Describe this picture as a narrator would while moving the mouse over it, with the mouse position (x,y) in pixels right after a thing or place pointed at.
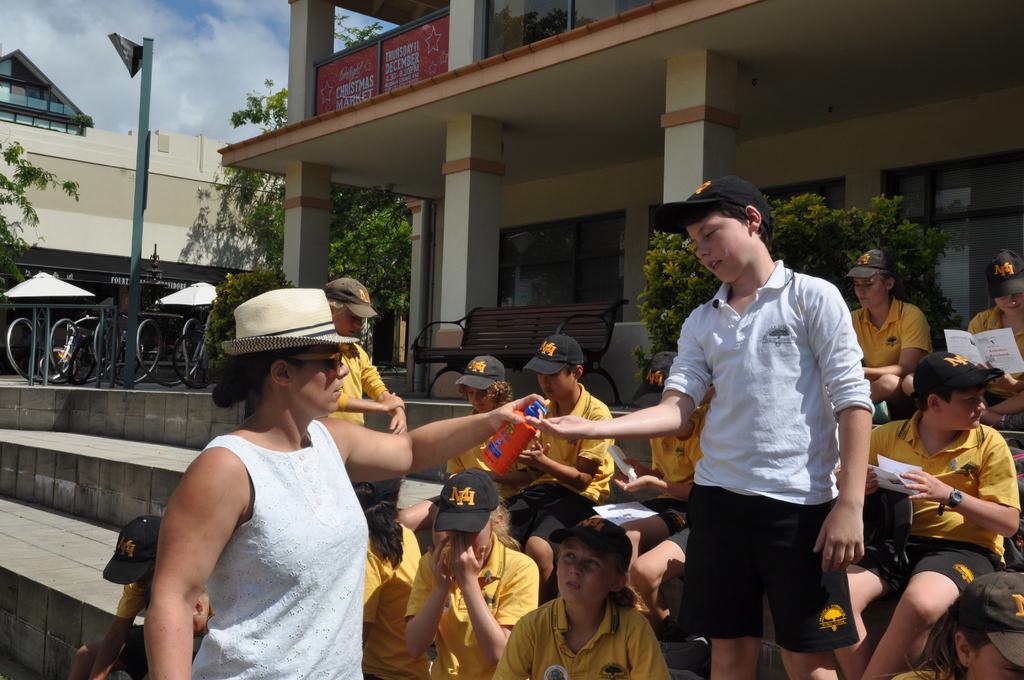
On the right side of the image (684,495) there are a few people (512,510) sitting and two (816,516) are standing on the stairs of a building (824,170), In front of the building (569,287) there is a bench (492,330), on either side of the bench (502,325) there are trees (698,272) and plants (683,280). On the left side of the image (111,355) there is a railing (89,306), beside that there is a pole (130,315). In the background (122,198) there is another building (154,175) and sky (196,91).
